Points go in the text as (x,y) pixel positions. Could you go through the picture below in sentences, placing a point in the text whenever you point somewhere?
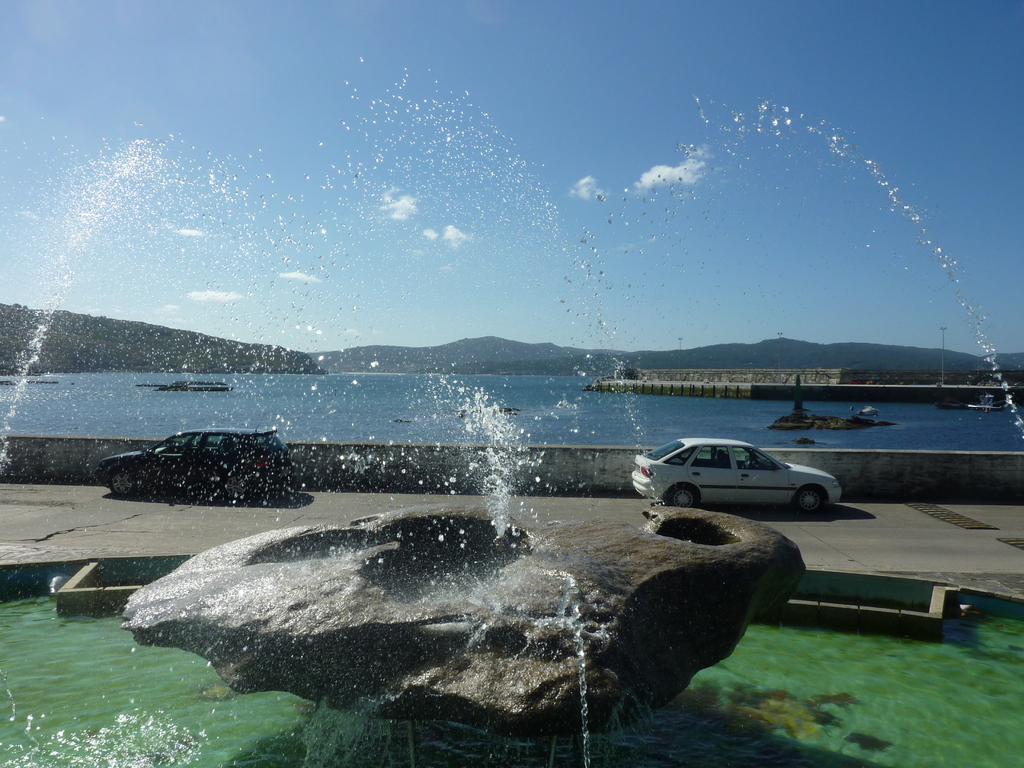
In the image we can see in front (612,575) there is a fountain (377,673). Behind there are cars (689,471) parked on the road (136,516) and on the other side there is river (126,389).
